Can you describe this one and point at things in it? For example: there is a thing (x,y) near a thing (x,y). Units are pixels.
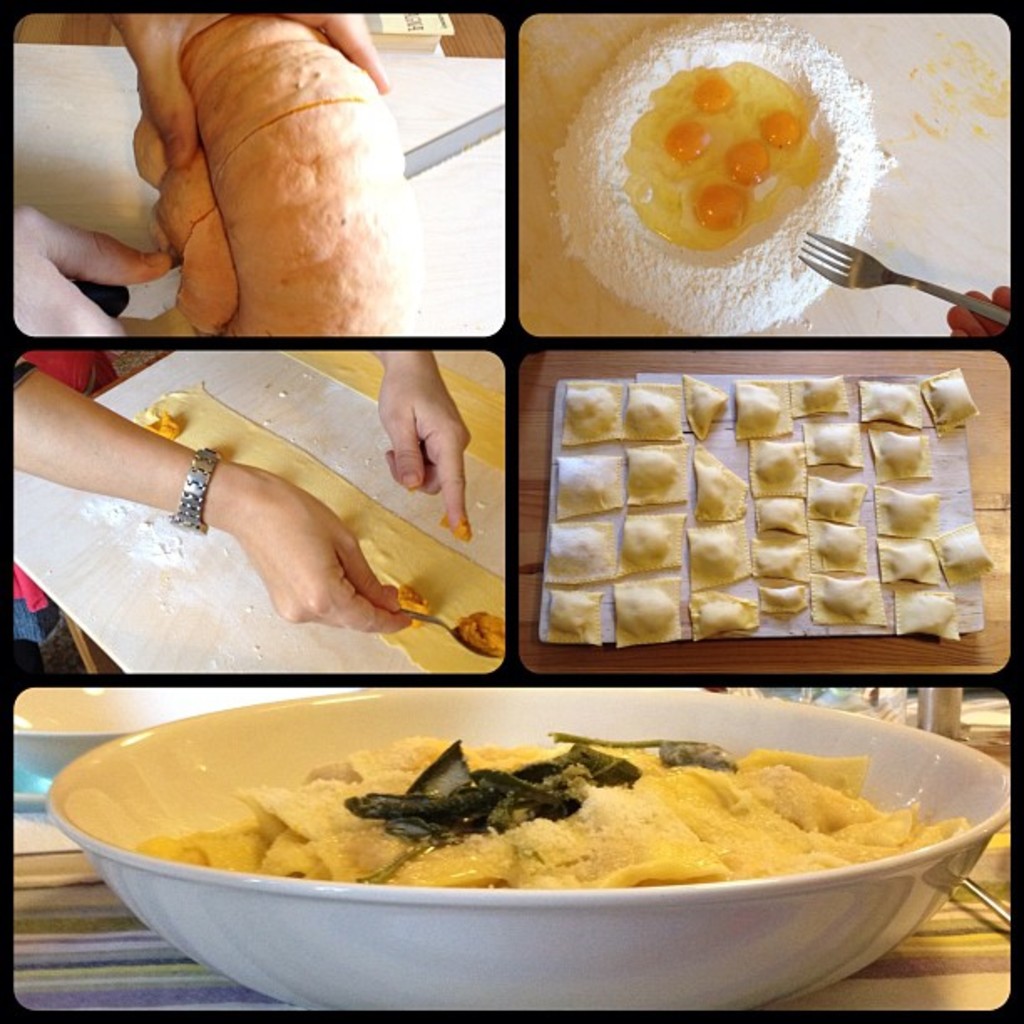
Here in this picture we can see a collage image in which we can see the preparation of food (287,280) step by step in each image, as we can see the mixing of eggs (675,218) and they are made in to square shaped present in the plate (688,517) and all over that over there and in the bottom (558,796) we can see a bowl (230,759), which is filled with the food item (786,789) present on the table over there.
